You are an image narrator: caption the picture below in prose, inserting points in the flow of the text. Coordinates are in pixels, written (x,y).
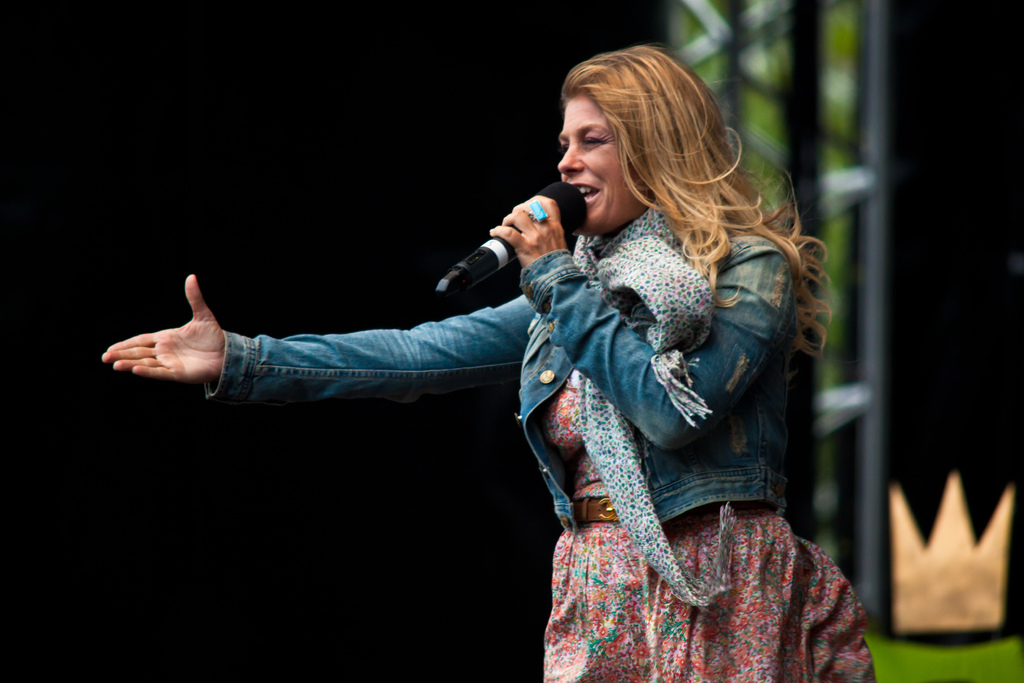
In this picture a lady (544,314) is standing and talking with a mic (505,249) in her hand (514,236). In the background (805,49) we observe a iron stand (836,187).
